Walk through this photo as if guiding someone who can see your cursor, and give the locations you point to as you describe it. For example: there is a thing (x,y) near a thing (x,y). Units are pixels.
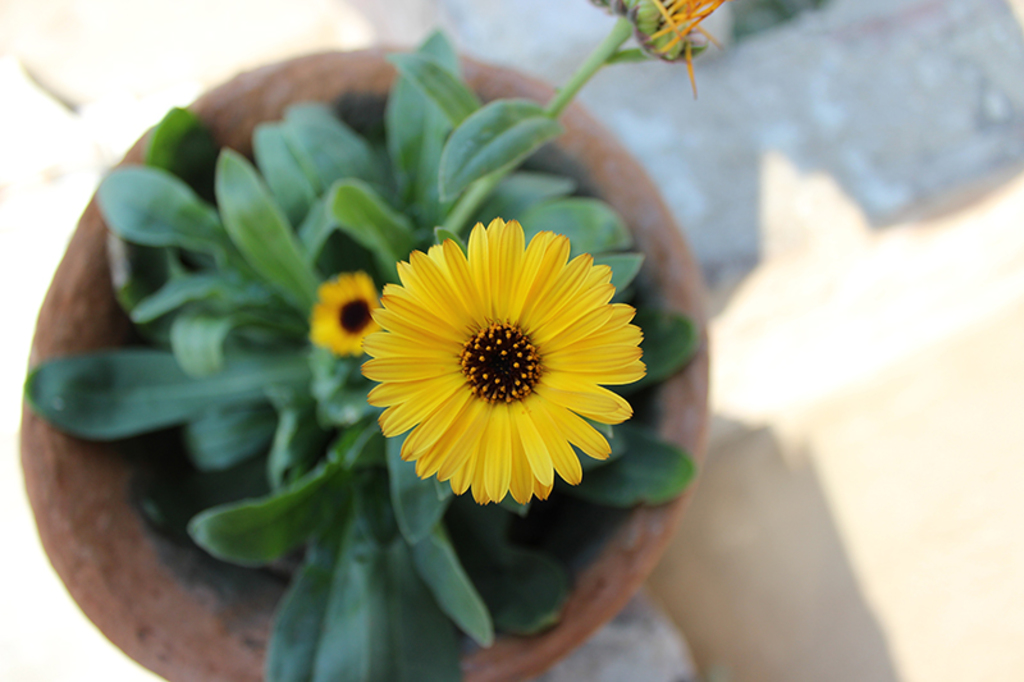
In this image there is a plant pot (580,172) with a plant (394,518) with two flowers (442,315) on it. This is the ground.
